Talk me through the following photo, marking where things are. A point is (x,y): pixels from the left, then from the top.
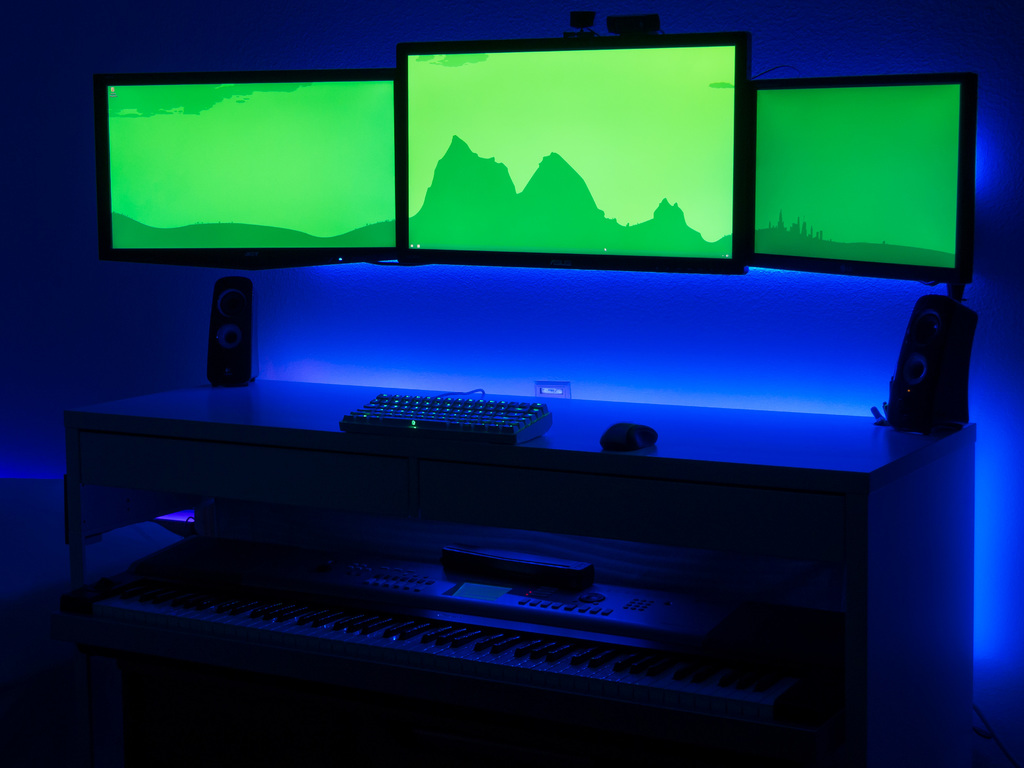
In this picture we can see three monitor screens (206,138). These are the woofers (892,419). This is a table (399,454) and on the table (621,411) we can see a keyboard (515,420) and a mouse (616,436). This is a musical instrument (452,662).
